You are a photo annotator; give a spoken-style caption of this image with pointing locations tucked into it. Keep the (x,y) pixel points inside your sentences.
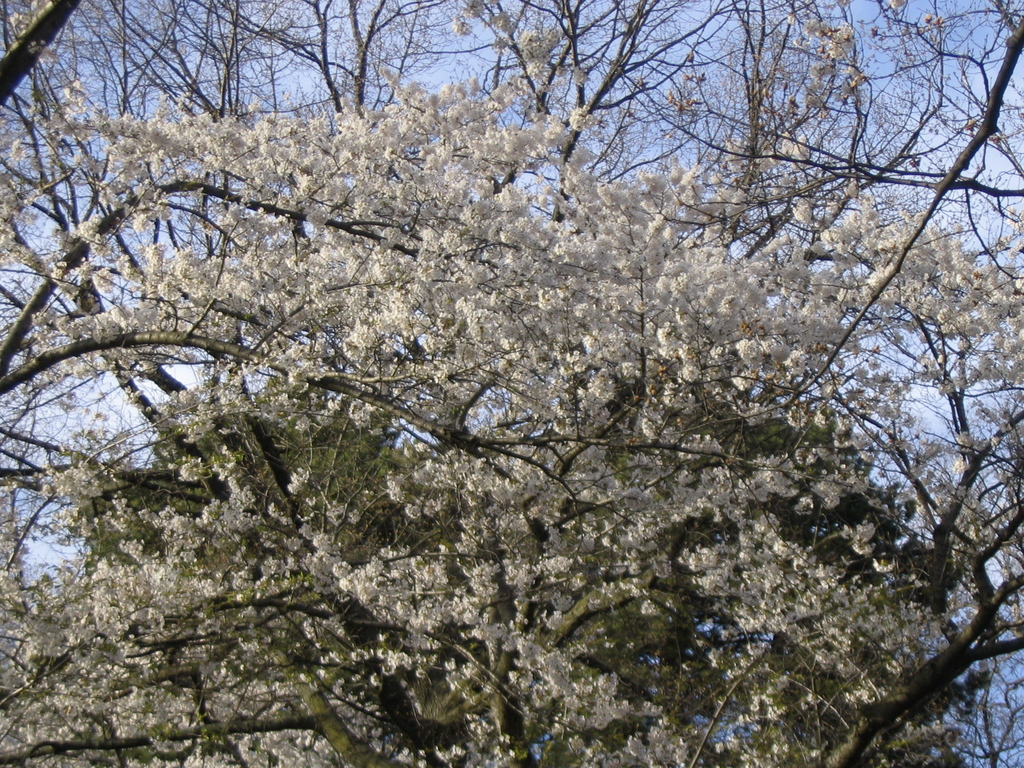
In this picture we can see trees (526,491) with flowers (317,204) and in the background (664,131) we can see the sky (711,153).
